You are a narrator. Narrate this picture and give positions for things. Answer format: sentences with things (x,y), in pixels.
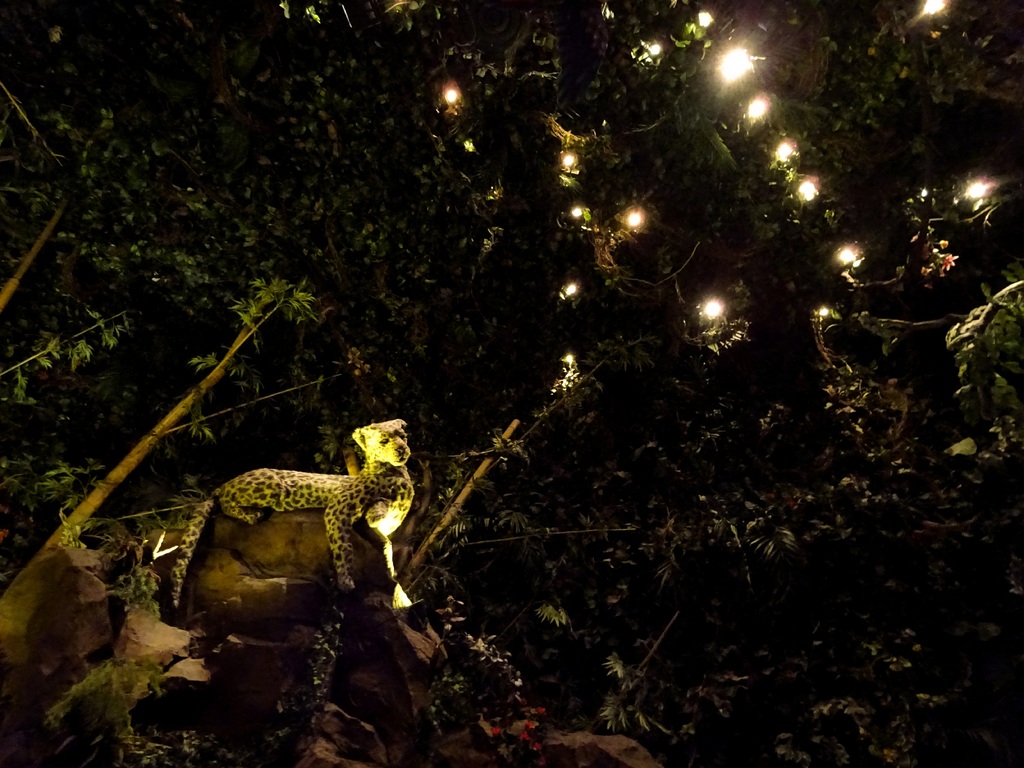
In the image we can see there is a spotted cat (335,499) lying on a rock (316,511) and there are lightings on the tree (752,417).
